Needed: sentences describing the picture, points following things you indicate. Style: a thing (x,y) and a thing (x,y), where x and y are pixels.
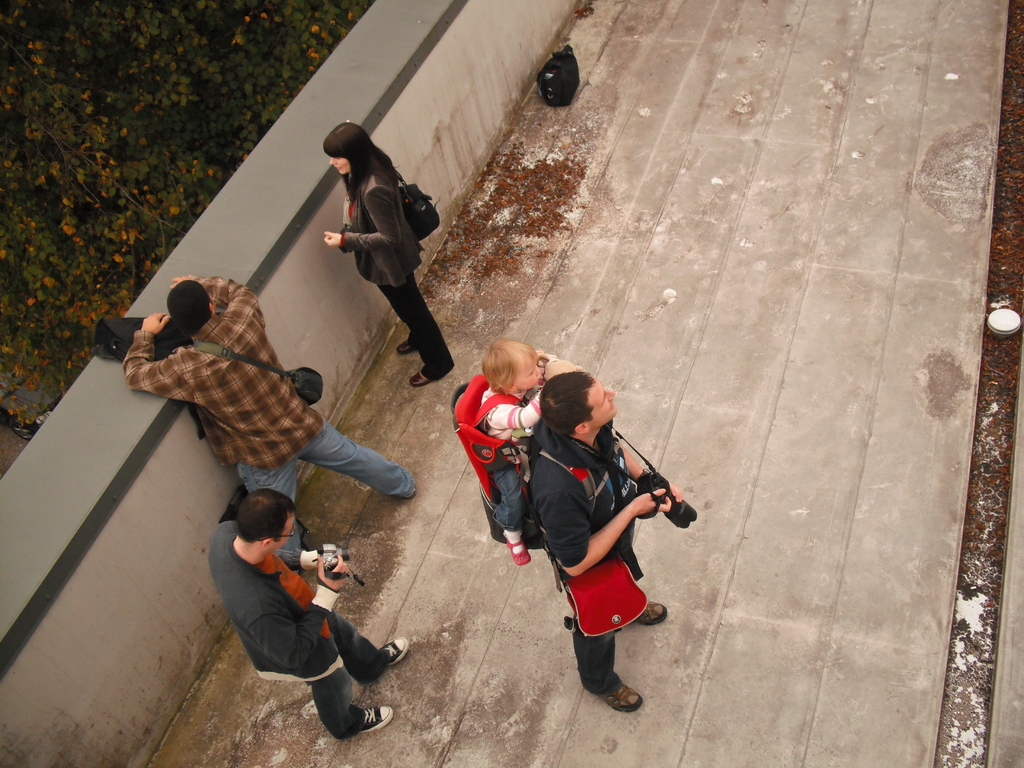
In the image there are few persons (673,484) standing on floor (621,204) and some people (634,502) are holding cameras (687,516).
